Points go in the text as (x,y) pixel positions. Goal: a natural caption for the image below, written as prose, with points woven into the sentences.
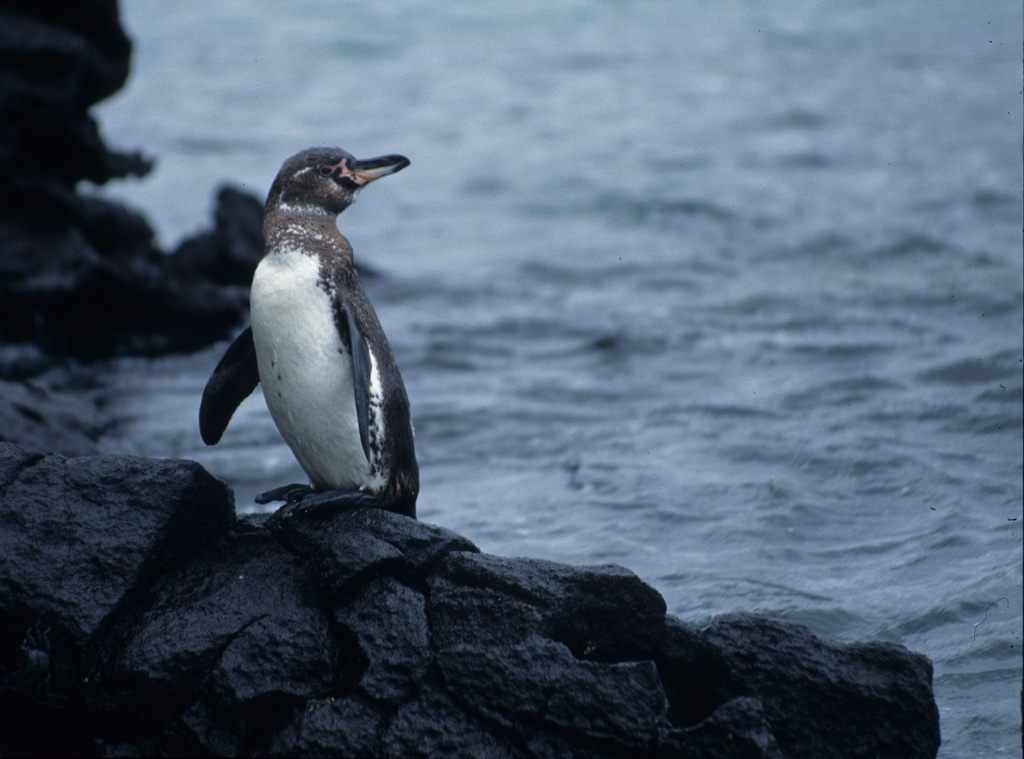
In the image we can see there is a penguin (343,394) standing on the rock (405,639) and behind there is water (646,395). Background of the image (27,72) is blurred.
